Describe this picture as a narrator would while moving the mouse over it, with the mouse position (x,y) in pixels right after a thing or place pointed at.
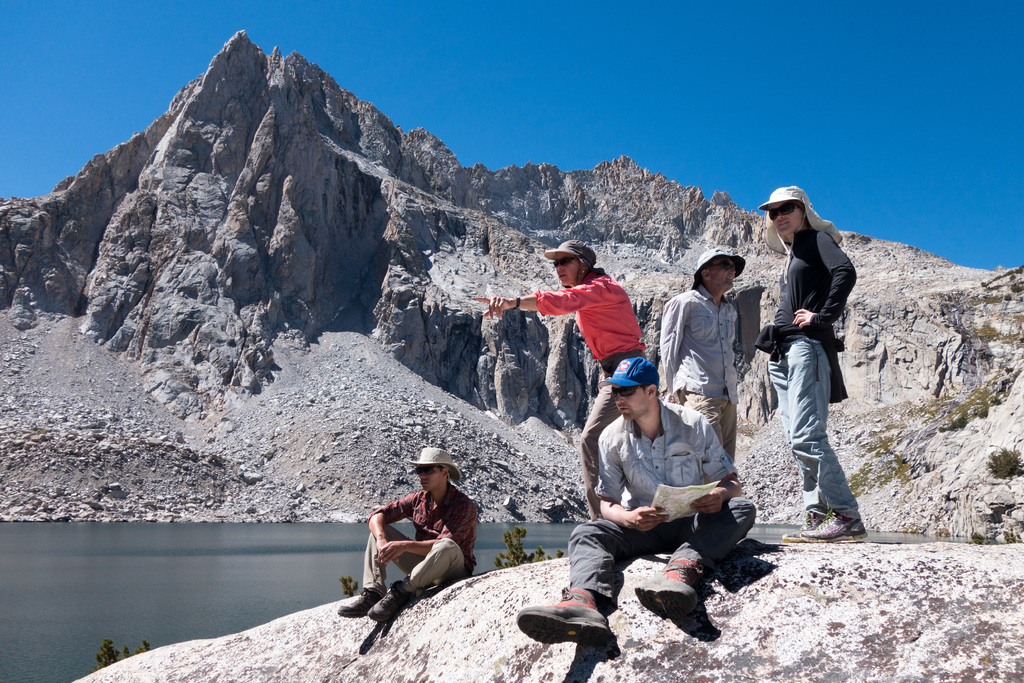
This picture is clicked outside. On the right (701,474) we can see the two persons (652,439) sitting on the ground (674,631) and we can see a paper (690,496) and we can see the three persons (735,265) wearing hats (778,231) and standing on the ground (873,600). In the background (517,117) we can see the sky (810,116) and the rocks (395,329). On the left corner (213,598) we can see the water body (223,571) and some plants (114,648).
